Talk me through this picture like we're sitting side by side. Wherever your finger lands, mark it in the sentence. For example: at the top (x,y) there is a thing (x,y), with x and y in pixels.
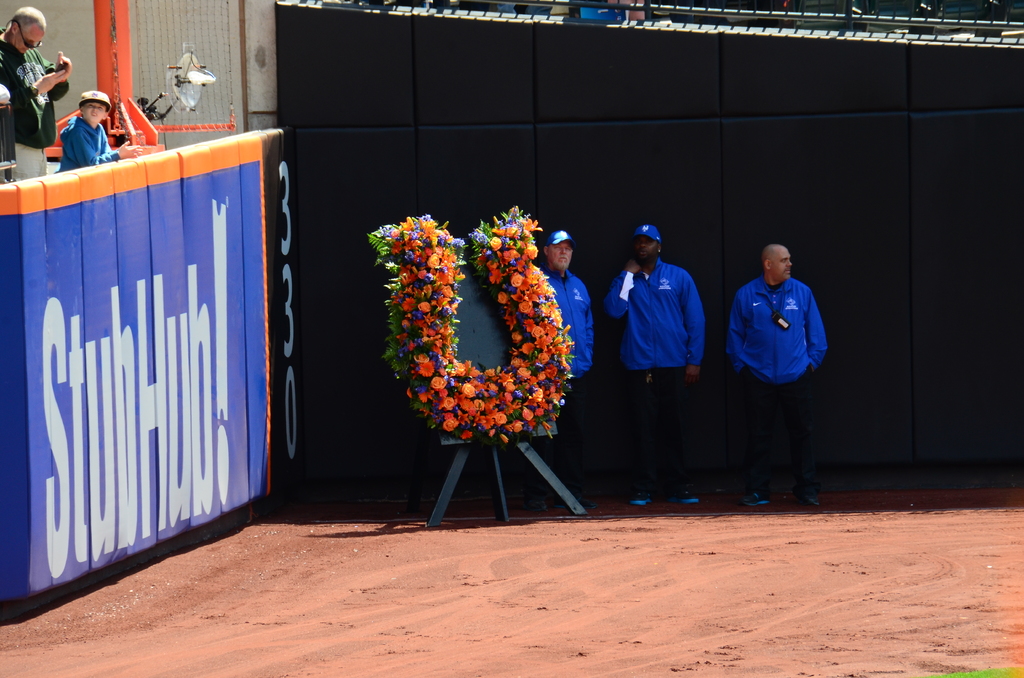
In the image in the center (583,325) we can see board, flower garland (527,290) and three persons (624,299) were standing and they were in blue color jacket (779,345). On the left side of the image (55,90) we can see two persons (108,155) standing and holding some objects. In the background (464,64) we can see fence (154,82), banner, wall (336,235), pole (106,12) and few other objects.
